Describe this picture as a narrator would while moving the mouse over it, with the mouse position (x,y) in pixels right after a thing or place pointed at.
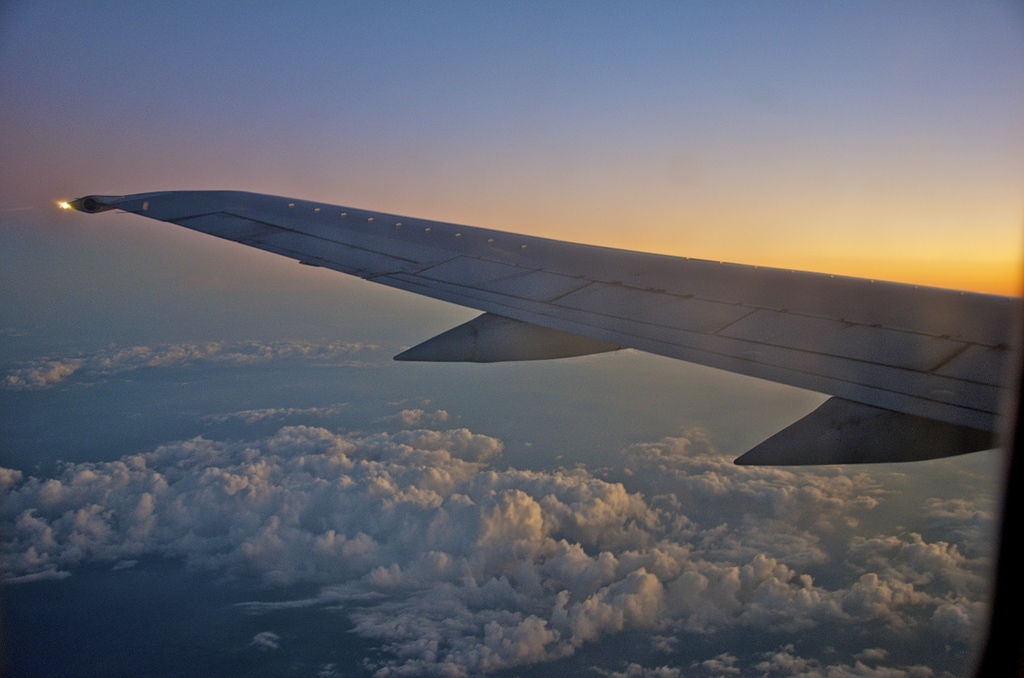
Here we can see a wing (599,326) of a plane (742,296). Background (46,8) we can see clouds (516,640) and sky (546,148).
